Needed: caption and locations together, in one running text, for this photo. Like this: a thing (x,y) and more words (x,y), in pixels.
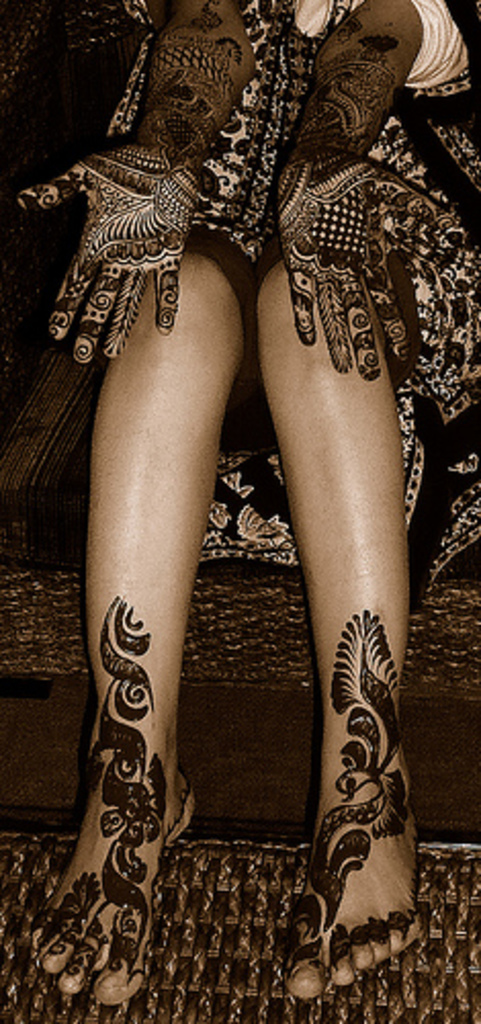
In this picture there is a person (292,127), to the person's hands (185,163) and legs (284,324) there is mehndi art (115,188). At the bottom (235,970) there is mat (302,1022).
